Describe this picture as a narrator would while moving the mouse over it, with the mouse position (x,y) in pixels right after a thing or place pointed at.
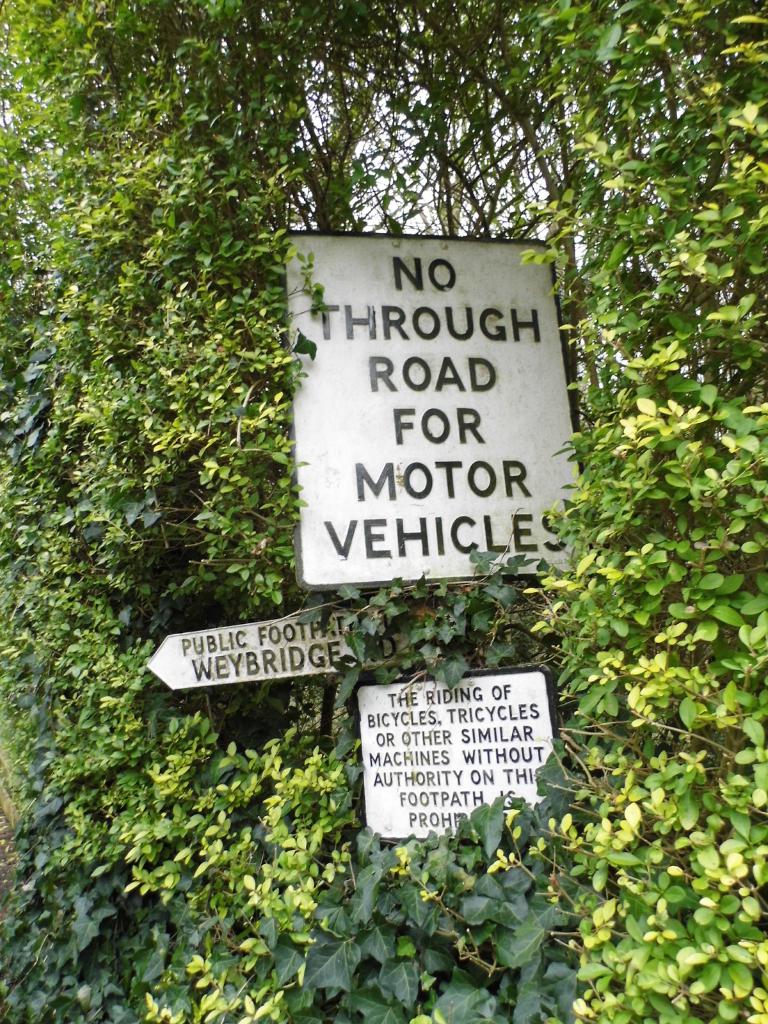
In this picture we can observe three white color boards (412,553). Around these boards (412,699) there are trees (256,772). In the background (315,111) there is a sky (396,177).
